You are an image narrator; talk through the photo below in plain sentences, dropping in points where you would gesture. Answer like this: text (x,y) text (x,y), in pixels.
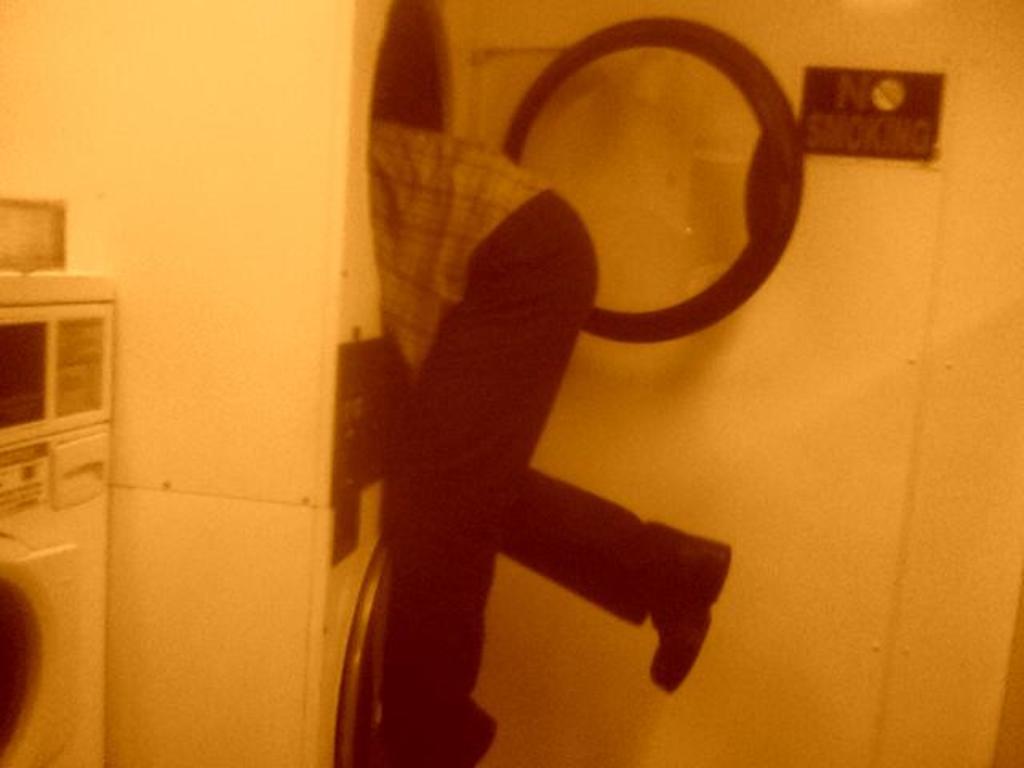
In this image, there is a person (551,352) inside washing machine (355,211). There is an another washing machine (57,461) on the left side of the image (79,518). There is a caution board (823,120) in the top right of the image (848,105).
